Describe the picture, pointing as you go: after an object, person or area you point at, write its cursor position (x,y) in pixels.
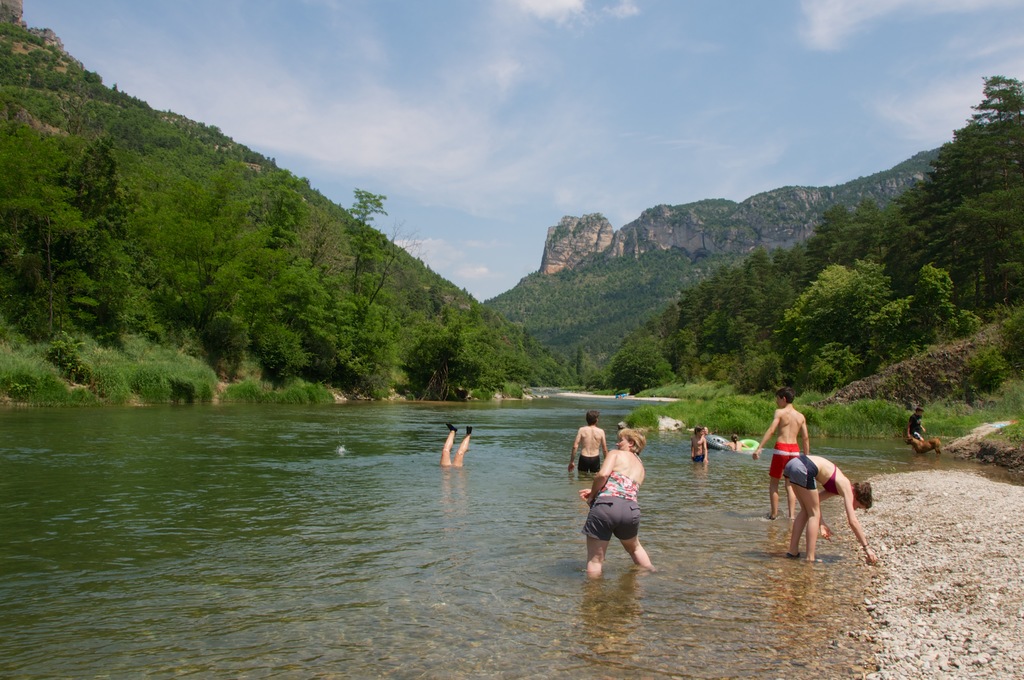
In this image in the middle (634,438), there is a woman (616,482), she wears a t shirt (616,482), trouser (613,517). On the right (813,488) there is a woman (816,493). In the middle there are some people (789,426). At the bottom (701,589) there are waves (662,642), water (807,626), stones (934,609) and land (927,613). In the background (756,332) there are plants (582,327), hills (549,289), sky (488,271) and clouds (471,158).
